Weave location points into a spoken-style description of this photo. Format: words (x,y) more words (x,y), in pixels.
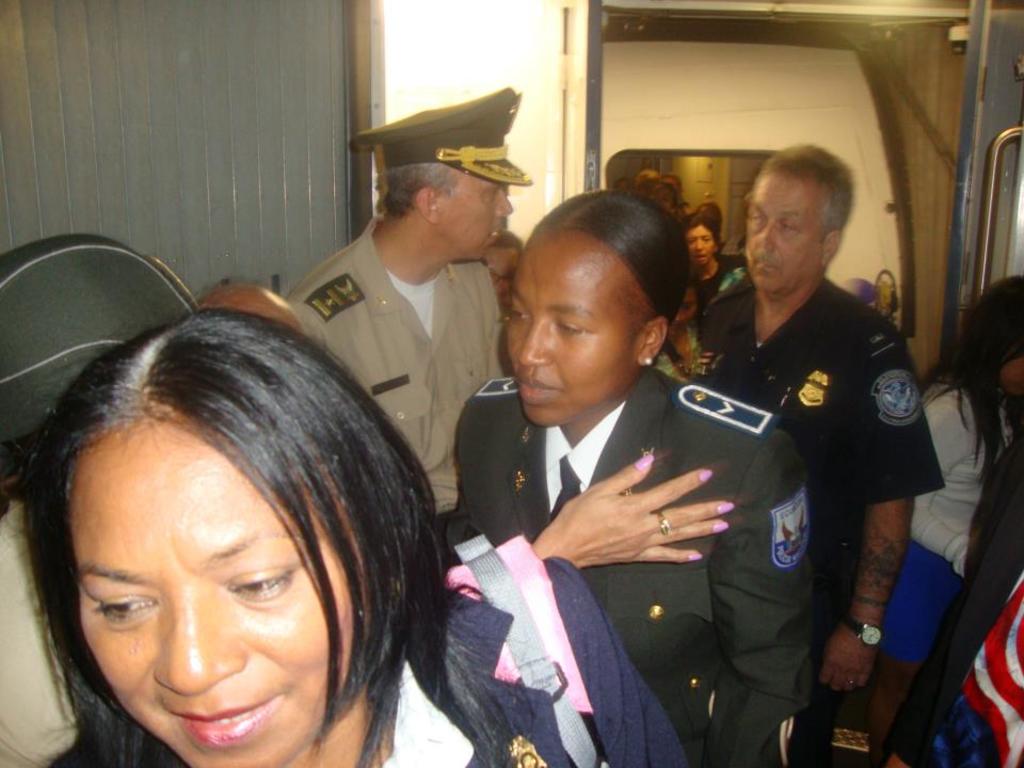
In this picture there are people (662,629) and we can see door (973,117).
